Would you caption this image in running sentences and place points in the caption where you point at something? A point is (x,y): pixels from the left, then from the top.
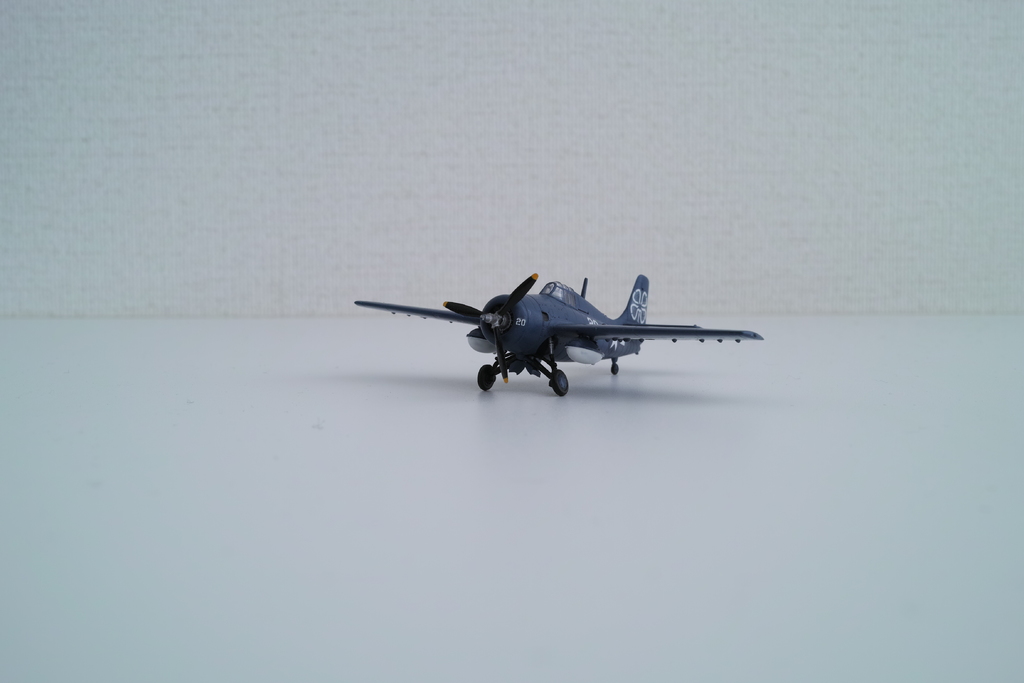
In the image there is a toy aircraft (553,337).
